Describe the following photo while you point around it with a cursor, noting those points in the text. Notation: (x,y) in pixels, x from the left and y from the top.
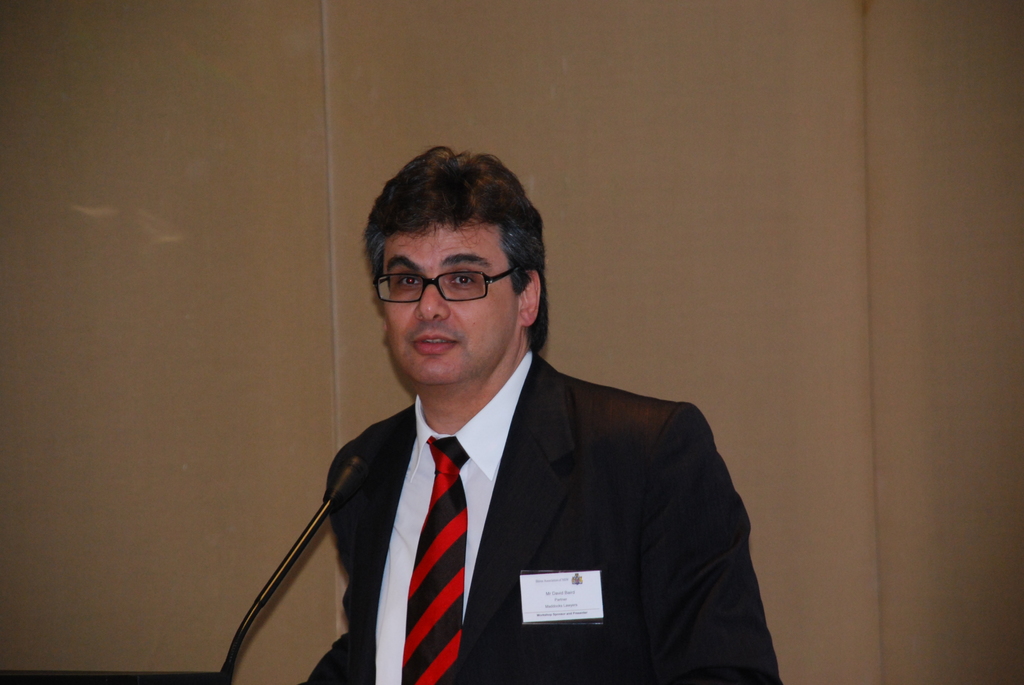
At the bottom of this image (601,463), there is a person (564,424) in a suit (564,424), wearing a badge (558,571) and a spectacle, speaking and standing in front of a microphone (360,474), which is attached to a stand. In the background (178,600), there is a wall (226,574).
